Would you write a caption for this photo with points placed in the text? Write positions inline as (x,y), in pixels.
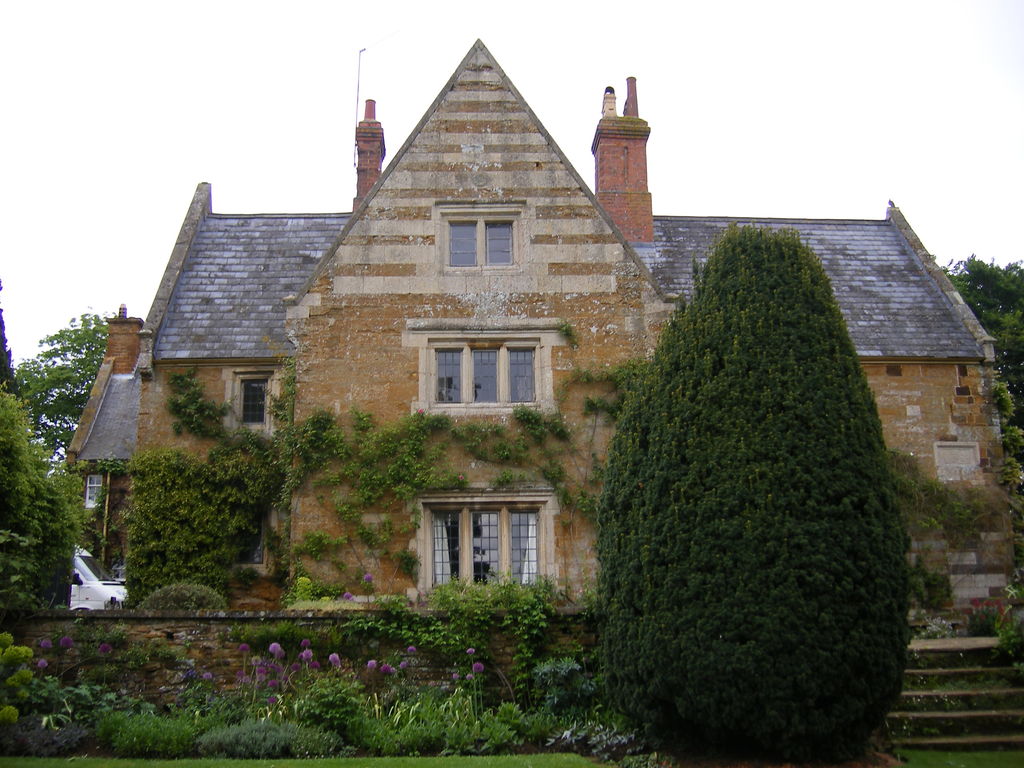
In the center of the image (527,387) we can see building (436,369), windows (448,524), wall (389,252), pole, vehicle (80,585), bushes (196,551), flowers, stairs (960,701). At the bottom of the image (458,763) there is a grass (512,760). At the top of the image (531,54) there is a sky (513,47). In the middle of the image (644,404) trees (797,330) are there.
